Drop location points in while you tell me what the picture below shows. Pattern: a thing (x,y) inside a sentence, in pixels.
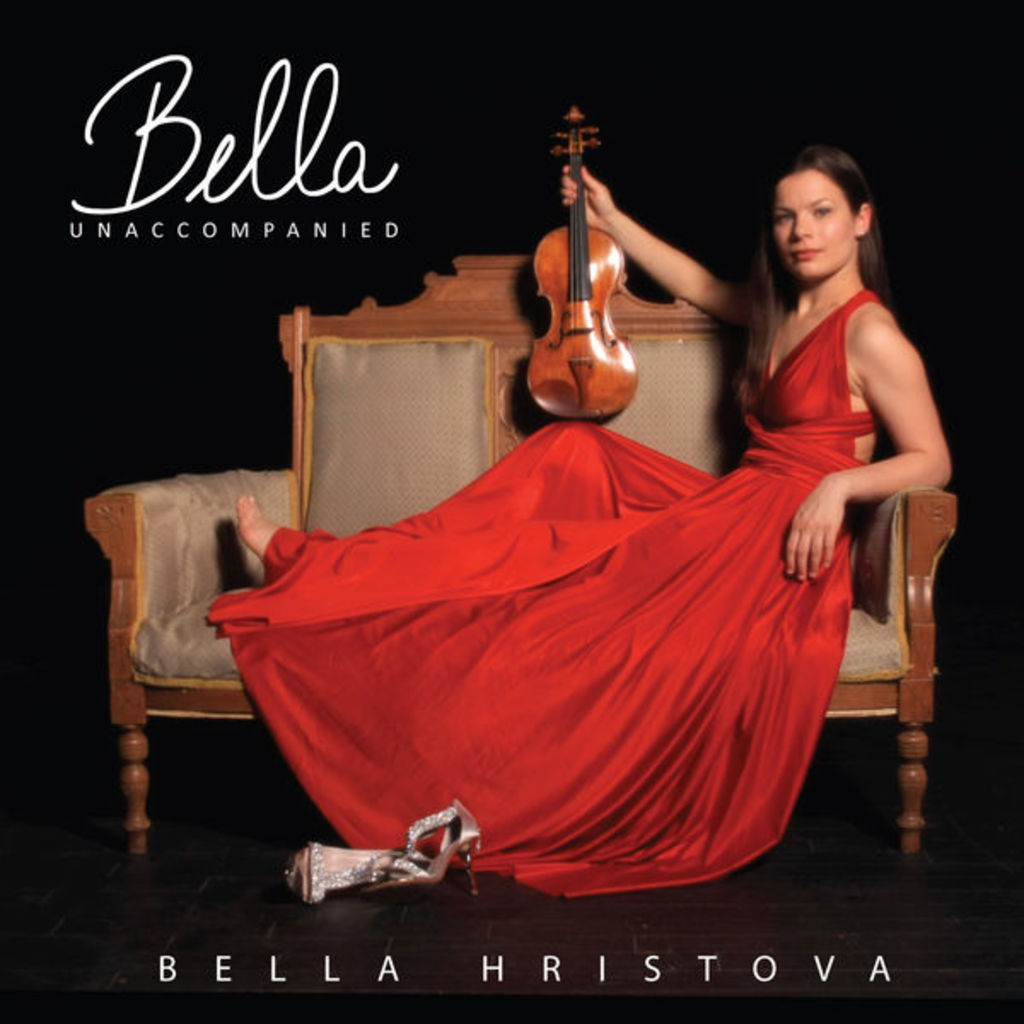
In this picture we can see a woman (744,533) is sitting on the sofa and she is holding a violin (597,282), at the top (318,75) and bottom of the image (654,971) we can see some text (259,147).
